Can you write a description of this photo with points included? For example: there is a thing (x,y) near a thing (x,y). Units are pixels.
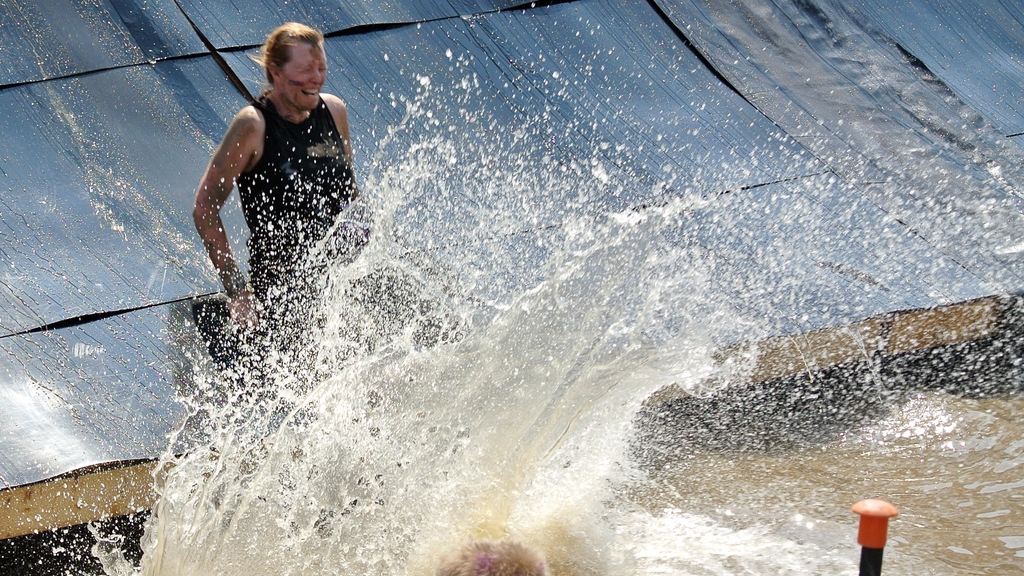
In this image we can see a person (285,106) who is wearing black color dress (281,193) is on water slide (484,188). Bottom of the image (604,523) water (798,516) is there and one pole (869,515) is present.
